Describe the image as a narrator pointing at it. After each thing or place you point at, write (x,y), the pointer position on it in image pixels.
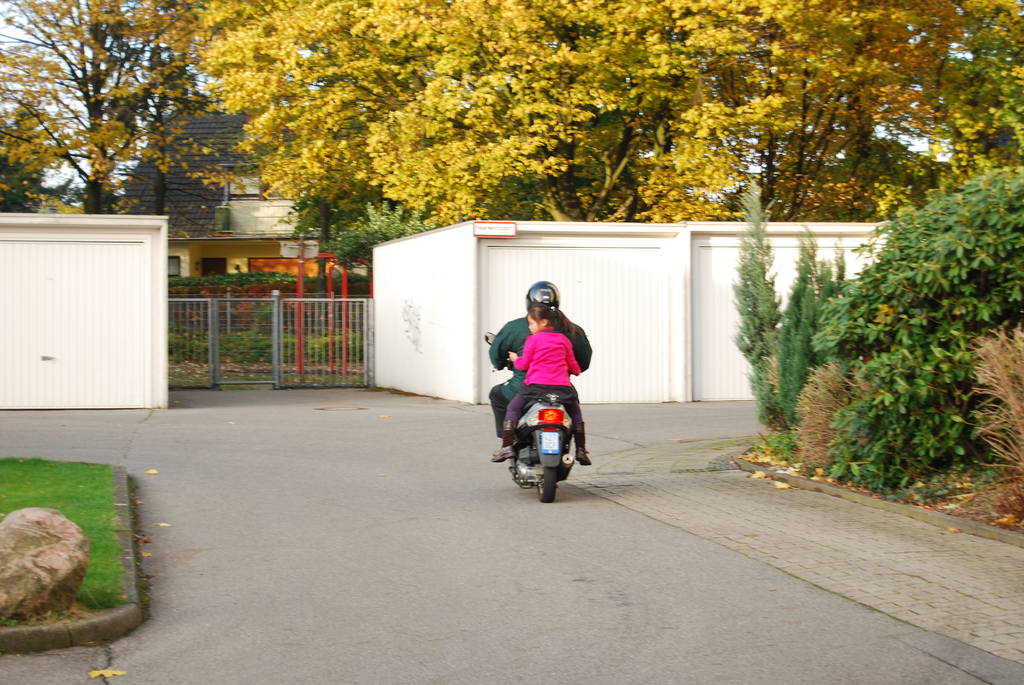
In this image I can see a person (503,331) wearing helmet (529,293), green jacket (519,324) and black pant (496,396) and a girl (561,371) wearing pink jacket (539,379) are sitting on a motor bike (552,407) which is on the road (540,509). I can see a huge rock (37,573), some grass (57,492) and few trees (914,338). In the background (423,351) I can see the white colored wall (48,317), the gate (289,321), few trees (362,145) which are orange and yellow in color, a building (168,185) and the sky (75,109).
